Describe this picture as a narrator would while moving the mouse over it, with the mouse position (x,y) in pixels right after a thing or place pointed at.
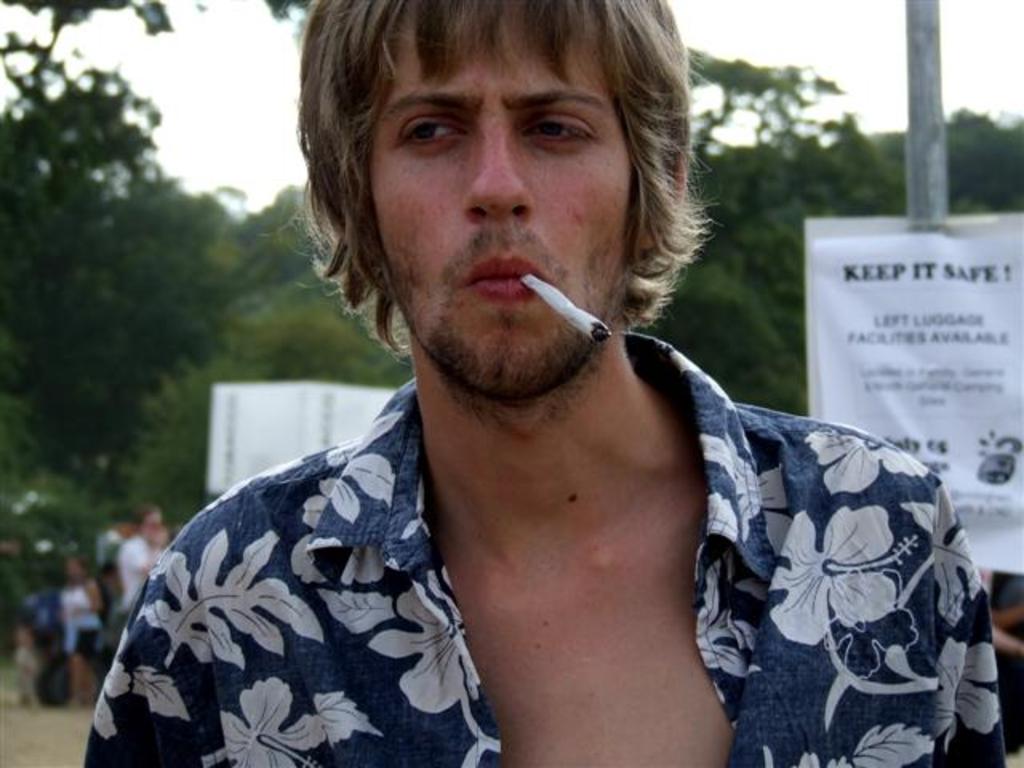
In this image we can see a man (485,346) with cigarette (578,317) in the mouth (516,293). In the background (193,438) there are advertisement (909,281) attached to the pole (929,143), trees (220,371), people (96,601) standing on the road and sky (249,133).
